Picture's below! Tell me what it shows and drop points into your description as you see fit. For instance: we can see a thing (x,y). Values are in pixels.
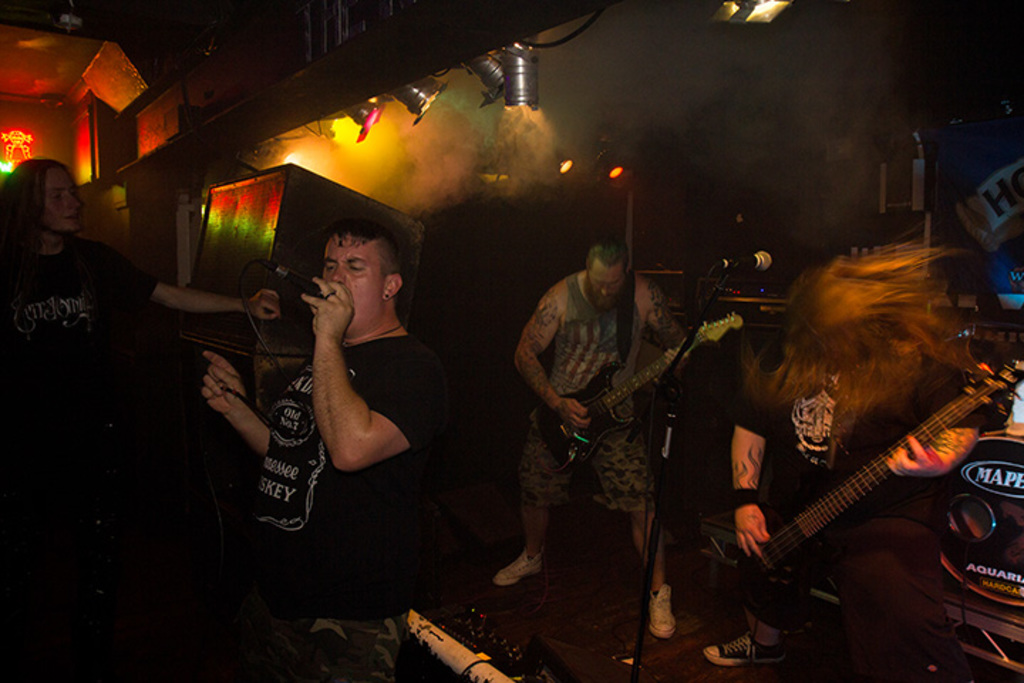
This image is taken in a concert. There are few people (309,427) in this image. They are playing music with guitars (586,445), one of them is singing. In the left side of the image (44,316) a man (45,260) is standing. In the background (633,144) there is a wall (603,122) and there are few lights (9,136) on it. At the top of the image (73,35) there is a roof (189,52).
